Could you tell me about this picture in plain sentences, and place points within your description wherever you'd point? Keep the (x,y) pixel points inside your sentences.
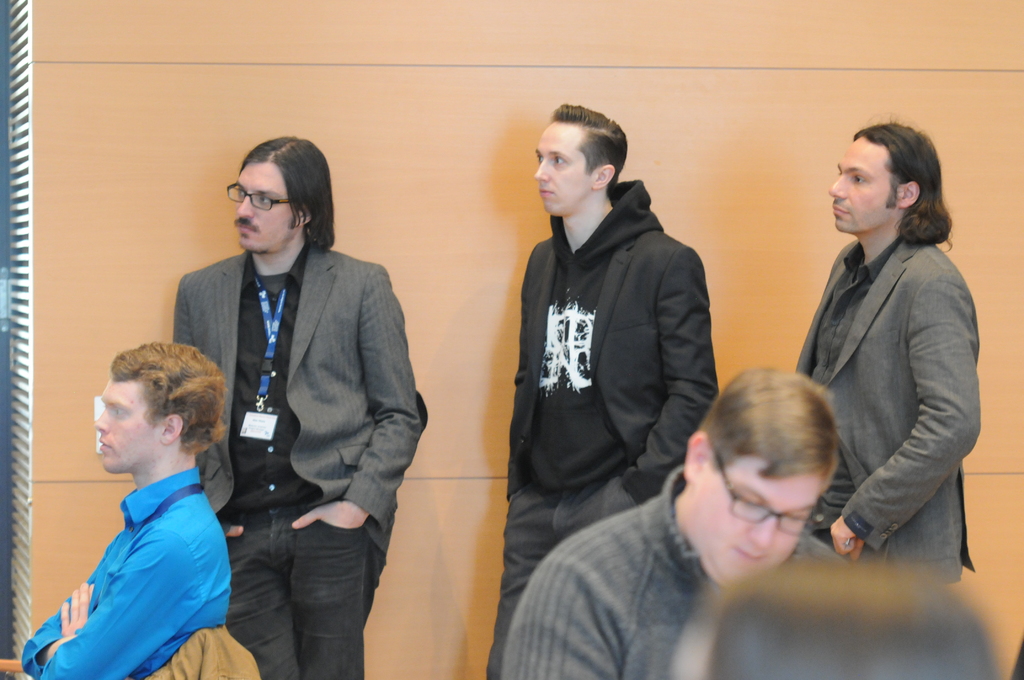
In this image there are three persons (941,367) standing near the wall (986,405). A person (135,600) wearing a blue shirt (179,602) is sitting on the chair (198,664) which is having a cloth (215,659) on it. Bottom of image (687,657) two persons (815,657) are there.
